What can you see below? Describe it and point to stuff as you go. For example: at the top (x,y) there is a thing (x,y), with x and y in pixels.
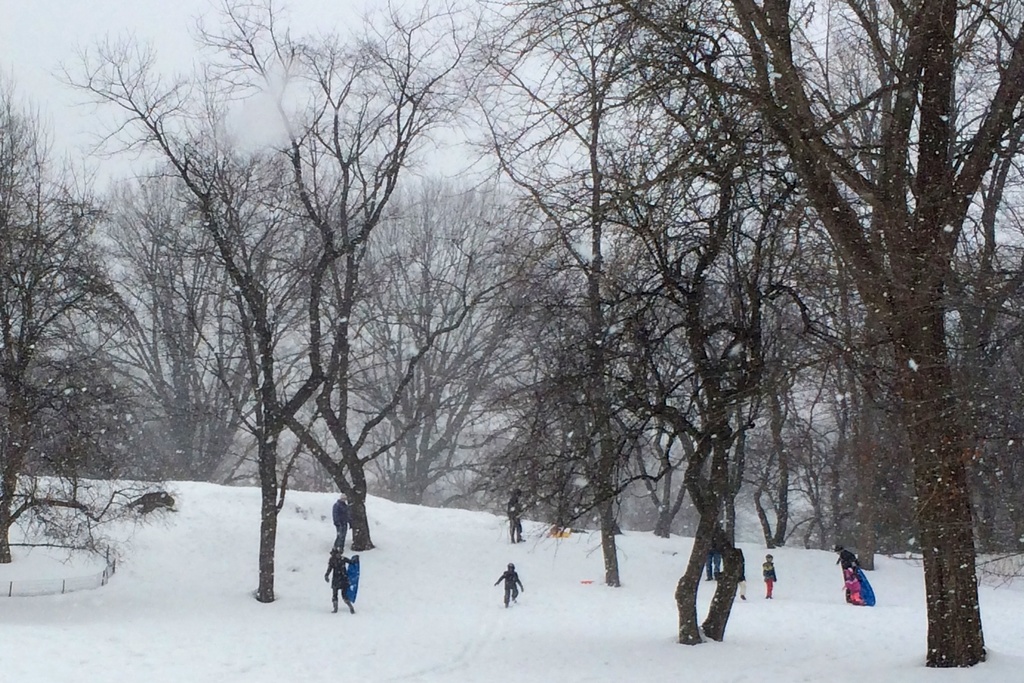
In this image I can see few dry trees (667,258). I can few people (343,576) and snow (496,574). The person (337,558) is holding something. The sky (516,91) is in white color.
